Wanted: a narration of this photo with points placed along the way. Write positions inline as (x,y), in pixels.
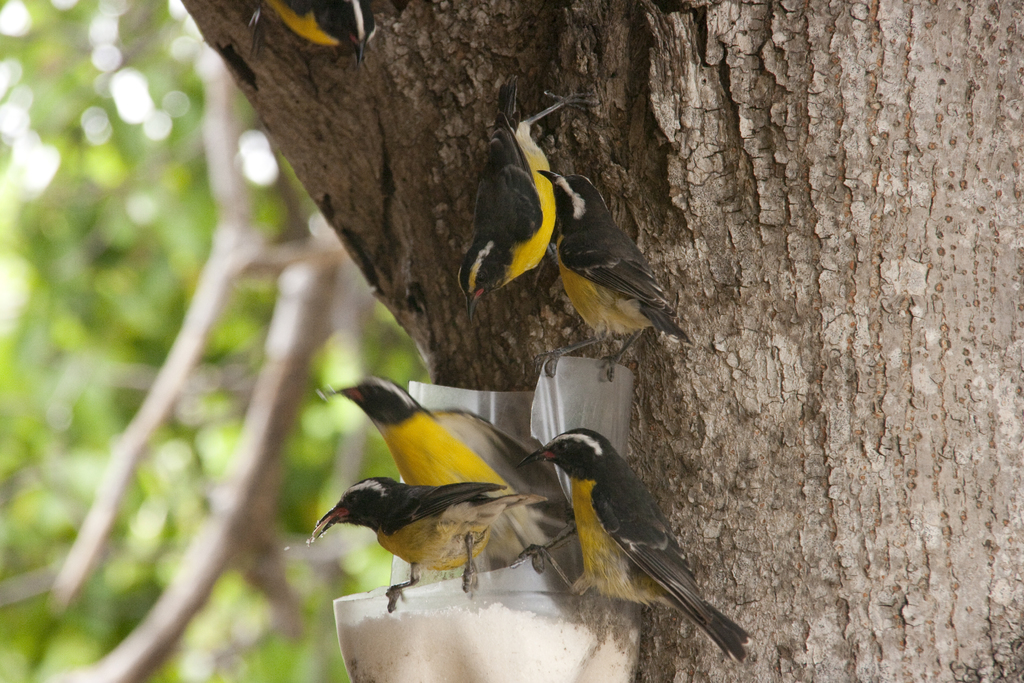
We can see birds (470,417) and tree trunk (812,412). Background (184,248) it is blur and green color.
